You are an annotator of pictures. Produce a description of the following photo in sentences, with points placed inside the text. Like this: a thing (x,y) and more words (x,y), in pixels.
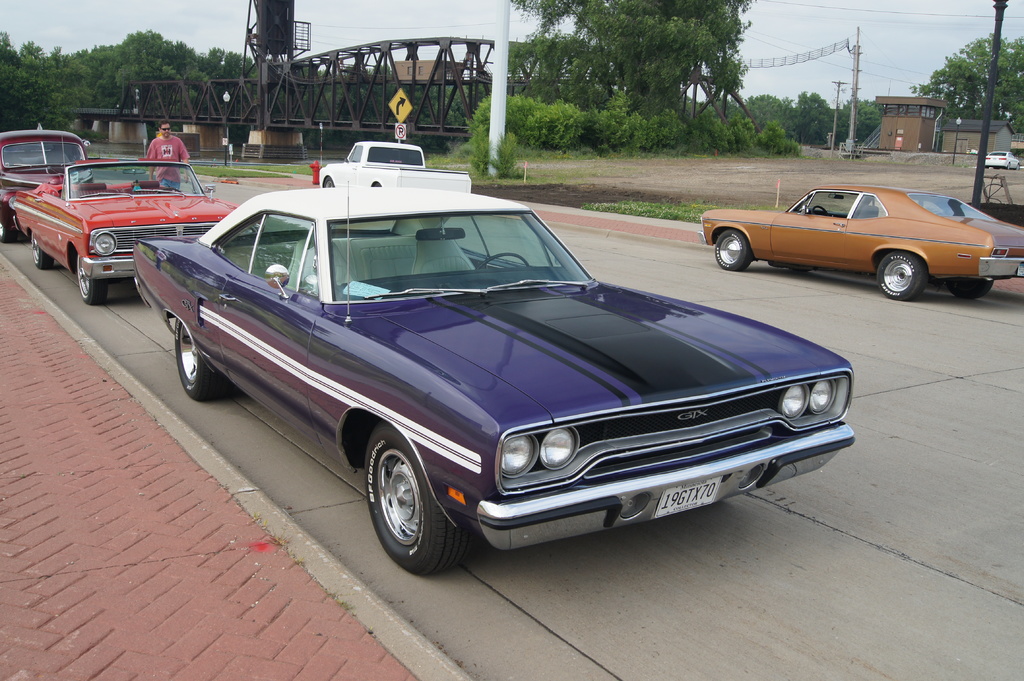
In this image, we can see some cars (348,282) on the road (77,312). There is a bridge (282,110) in between trees (617,61). There are poles (988,108) in the top right of the image (839,97). There is a person (155,146) wearing clothes (183,148) in the top left of the image (183,148).
